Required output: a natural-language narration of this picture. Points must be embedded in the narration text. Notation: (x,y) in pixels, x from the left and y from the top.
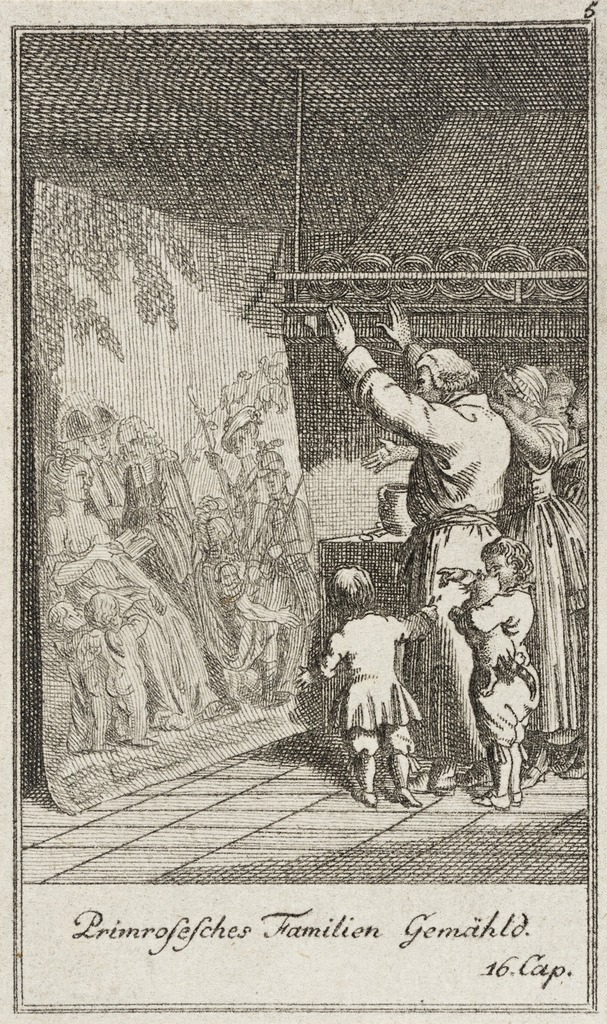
In this picture we can see a paper (542,549) on which there is a sketch (585,583) of some persons (440,510) and two kids (507,780) standing on the ground (499,834). On the left (74,674) we can see the sketch (159,473) of group of people (181,563) sitting. At the bottom (169,937) there is a text (413,927) on the image.
